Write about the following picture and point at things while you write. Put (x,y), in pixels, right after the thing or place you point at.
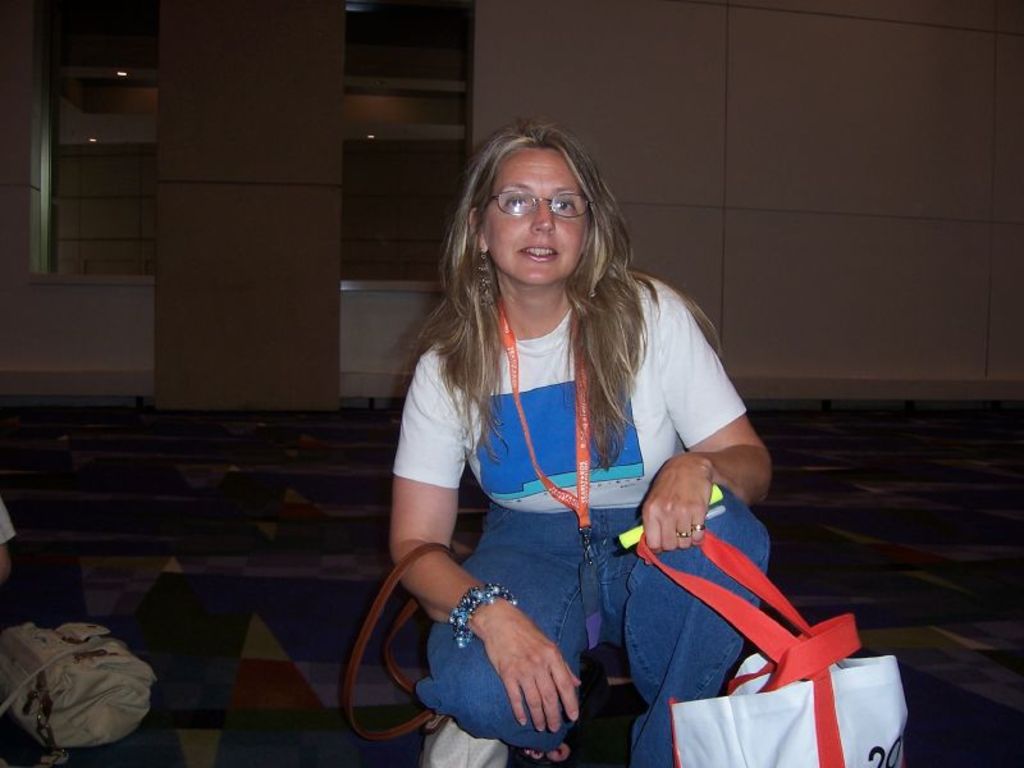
Here in this picture we can see a woman (498,392) present over a place and she is holding a bag (767,631) in her hand (663,540) and wearing spectacles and smiling and on the left side (76,660) we can see other bags (43,660) also present and behind that we can see building (96,115) present and we can see lights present on the reflection (99,145) of the glass (97,128).
